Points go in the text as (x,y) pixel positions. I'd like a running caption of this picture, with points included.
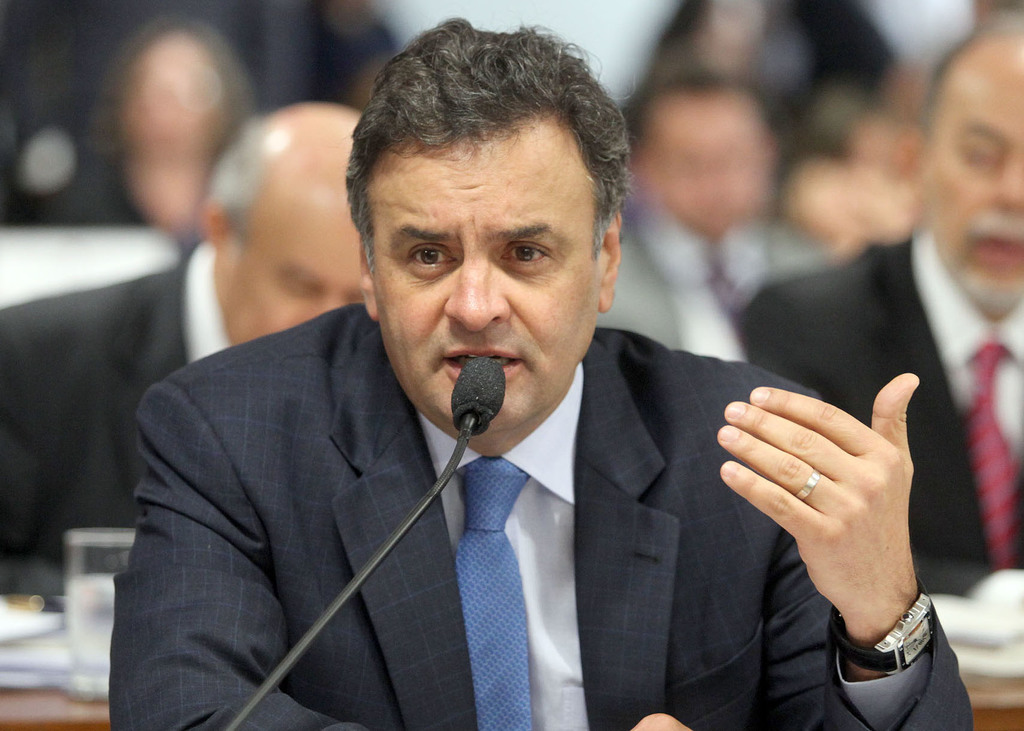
In this image in the foreground (509,584) a person (677,512) suits (683,499) is talking in front of there is a mic (377,561). In the background (208,253) there are many people (282,201), tables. On the tables (67,709) there are glasses (94,582) and paper (42,631). The background (57,632) is blurry.
